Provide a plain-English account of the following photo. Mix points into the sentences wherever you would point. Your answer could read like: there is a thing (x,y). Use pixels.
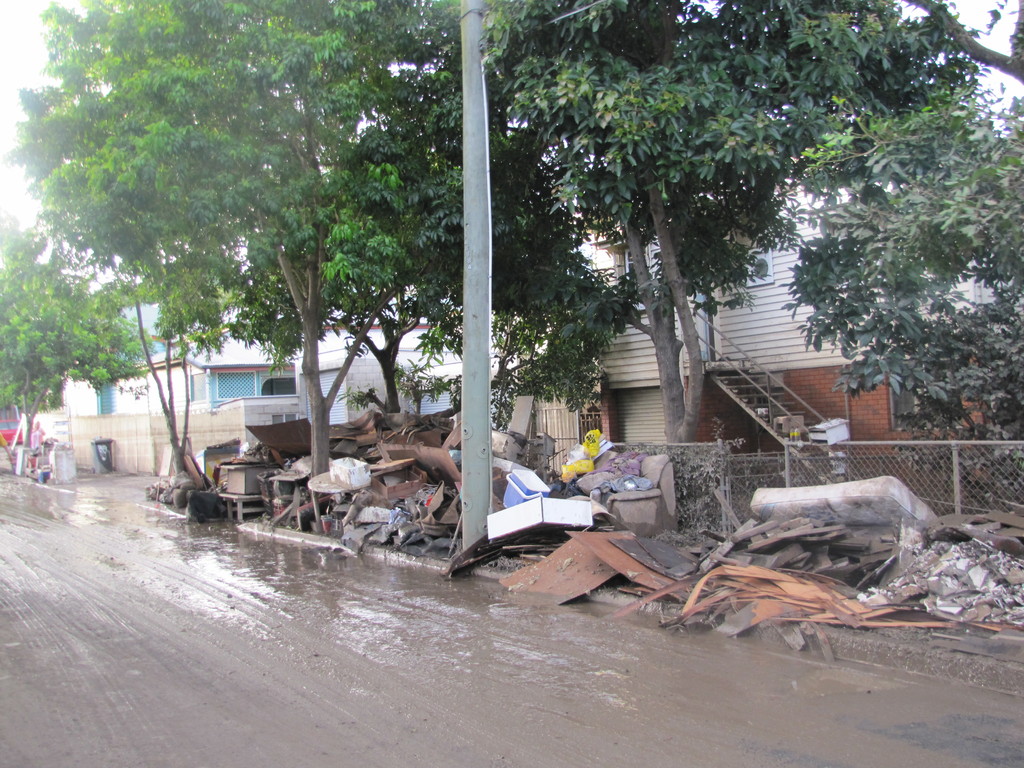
In this image I can see a road (128,611) in the front (116,615) and on the footpath (944,540) I can see number of damaged things (563,515). I can also see fencing (573,414), few buildings (648,377), few trees (873,153), a pole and on the right side (723,388) I can see stairs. I can also see the sky (2,138) in the background (16,133).
